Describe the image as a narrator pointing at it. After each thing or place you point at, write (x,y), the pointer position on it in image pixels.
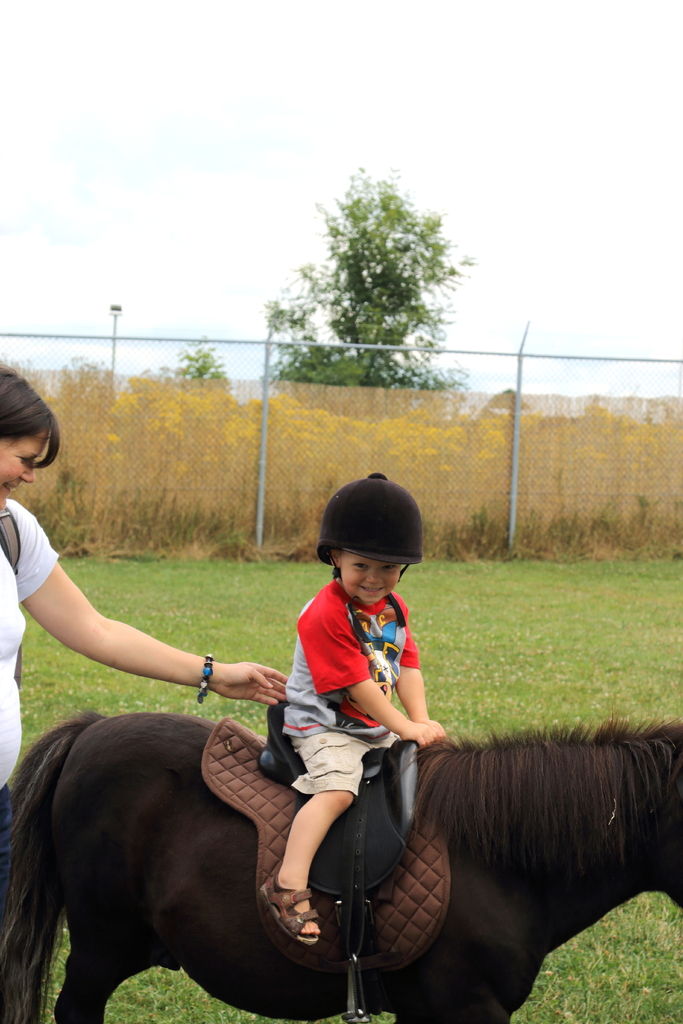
In the picture, there is a black color horse (479,882), on the horse (481,872) a kid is sitting, beside him a woman (31,590) is standing and pampering him, in the background (520,635) there is a grass (537,580), a fence (482,462), outside the fence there is a tree (326,280) and sky (236,219).
